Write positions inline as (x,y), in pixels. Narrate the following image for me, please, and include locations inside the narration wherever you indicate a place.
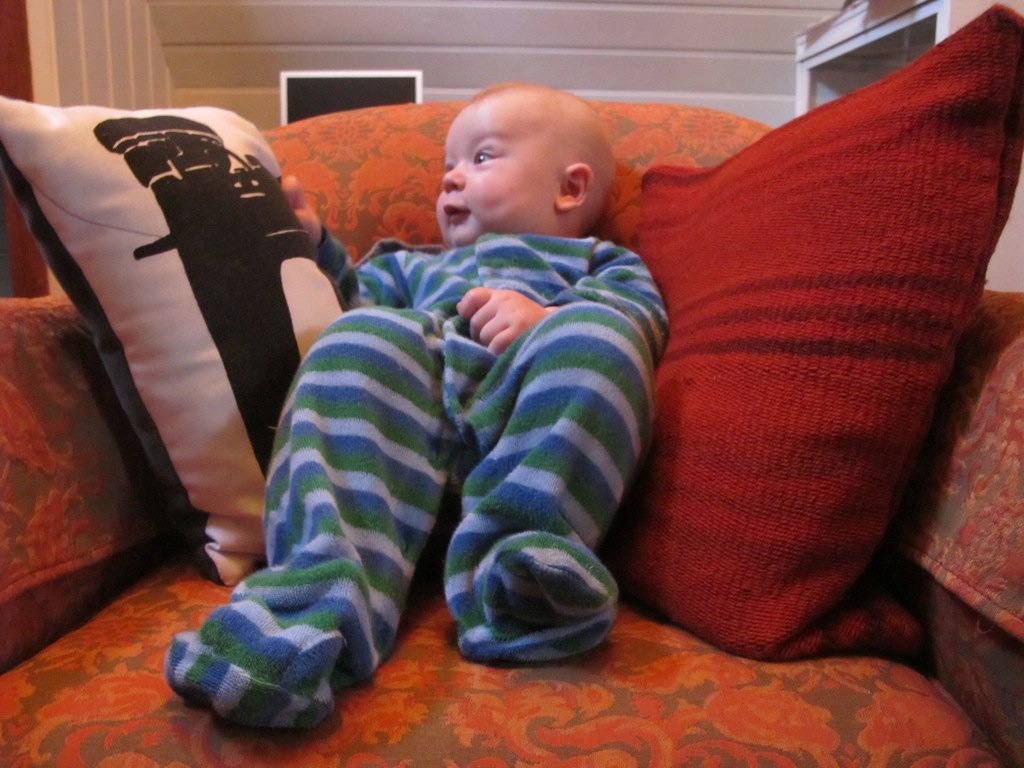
In this image there is a kid (456,423) sitting on sofa (817,730), in the background (745,110) there is a wall (665,98).
